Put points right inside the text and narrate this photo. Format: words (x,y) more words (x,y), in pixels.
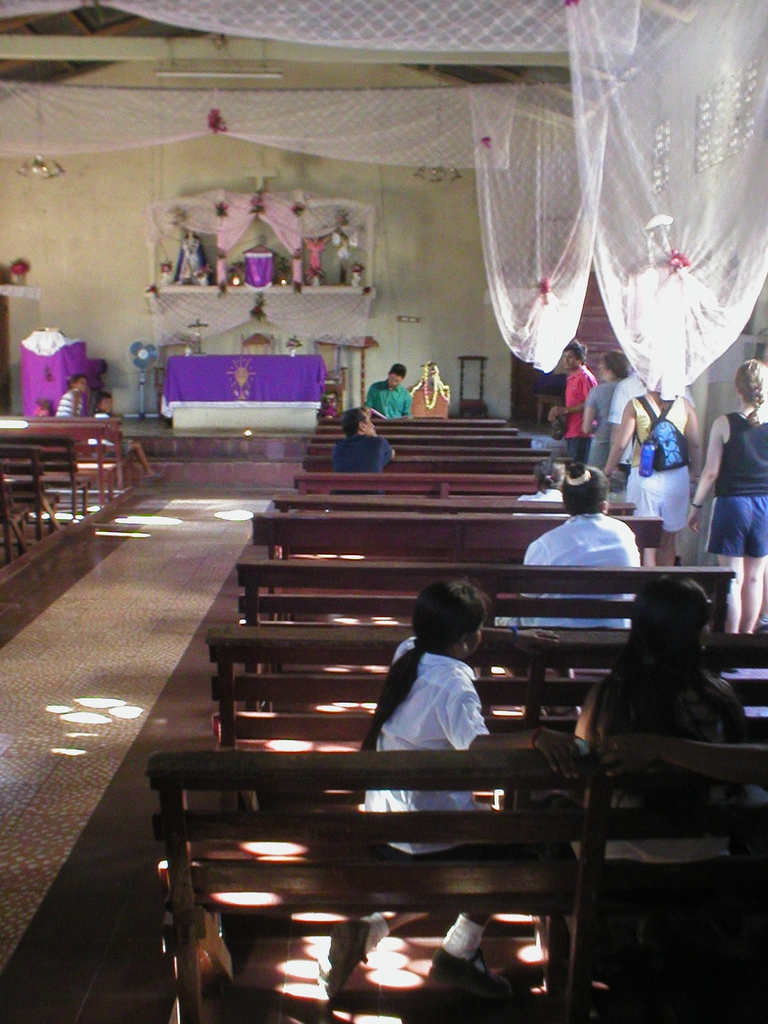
In this picture we can see the inside view of the church (467,80). On the bottom (468,804) there is a girl (456,729) who is wearing white shirt (435,711), short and shoe (443,957). She is sitting on the bench (720,874). Inside the church (706,400) we can see group of persons (606,398) was standing near to the wall (716,393). Here we can see many benches (374,486). In the background (338,209) we can see a statue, cross mark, cloth (333,319), flowers (290,344), table (296,357) and other objects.
